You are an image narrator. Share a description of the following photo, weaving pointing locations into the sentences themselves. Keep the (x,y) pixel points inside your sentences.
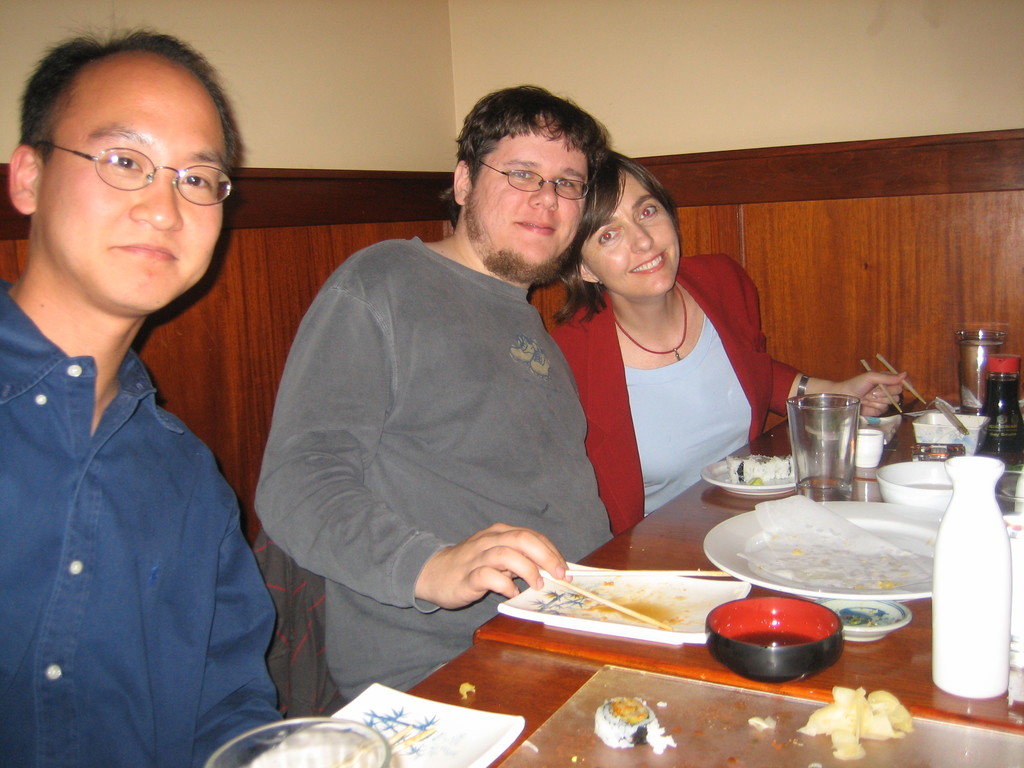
In this picture we can see three persons (420,419) sitting on the sofa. This is table (513,747). On the table (924,606) there are bowls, bottles (1016,419), and plates (854,529). On the background (370,106) there is a wall (327,64).
